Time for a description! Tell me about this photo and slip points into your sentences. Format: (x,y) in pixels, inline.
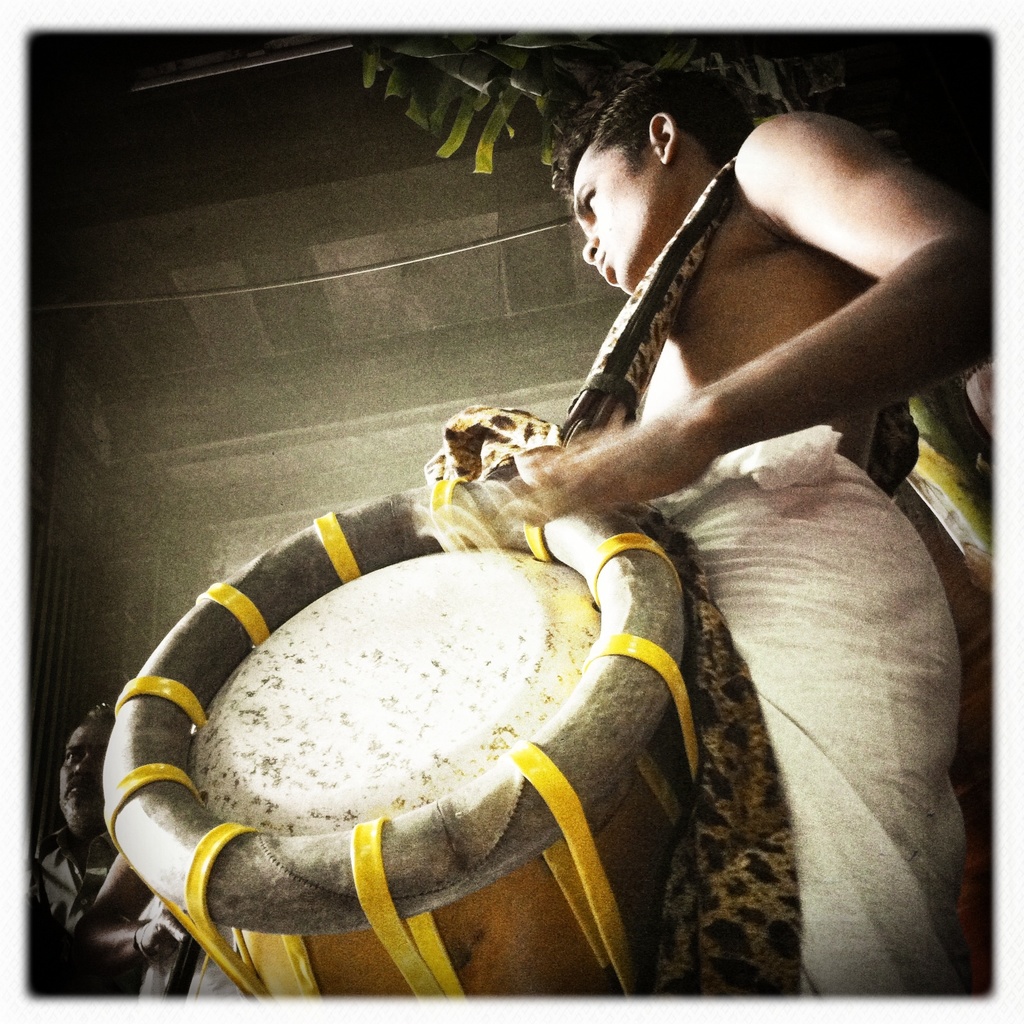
In this picture I can see there is a man (685,312) standing here and playing a drum (383,699) and in the backdrop (221,285) there is a wall (112,541).
